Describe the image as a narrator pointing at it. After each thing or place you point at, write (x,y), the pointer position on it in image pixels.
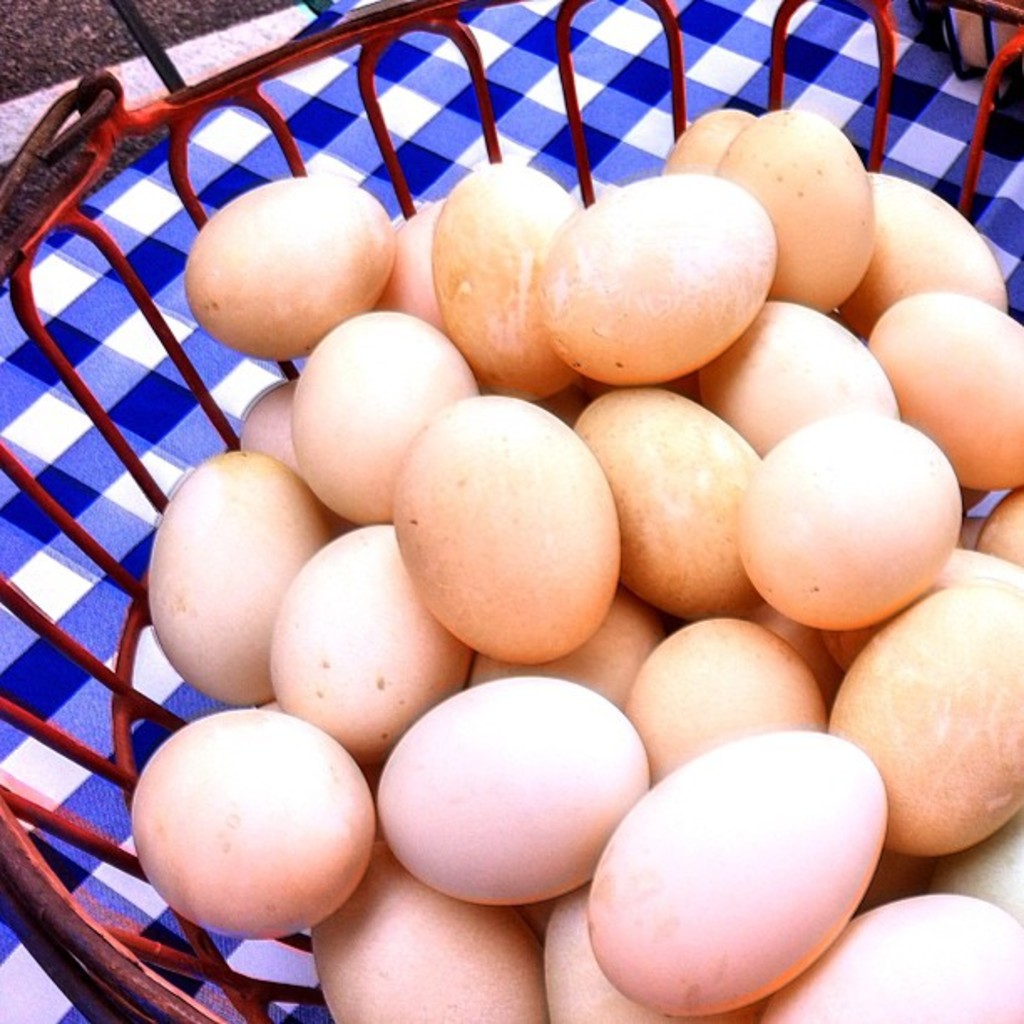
This picture seems to be clicked outside. On the right (794,190) we can see there are many number of eggs (425,427) placed in the metal object (47,906). In the background (72,15) we can see the ground (211,27) and a blue color cloth (516,111).
